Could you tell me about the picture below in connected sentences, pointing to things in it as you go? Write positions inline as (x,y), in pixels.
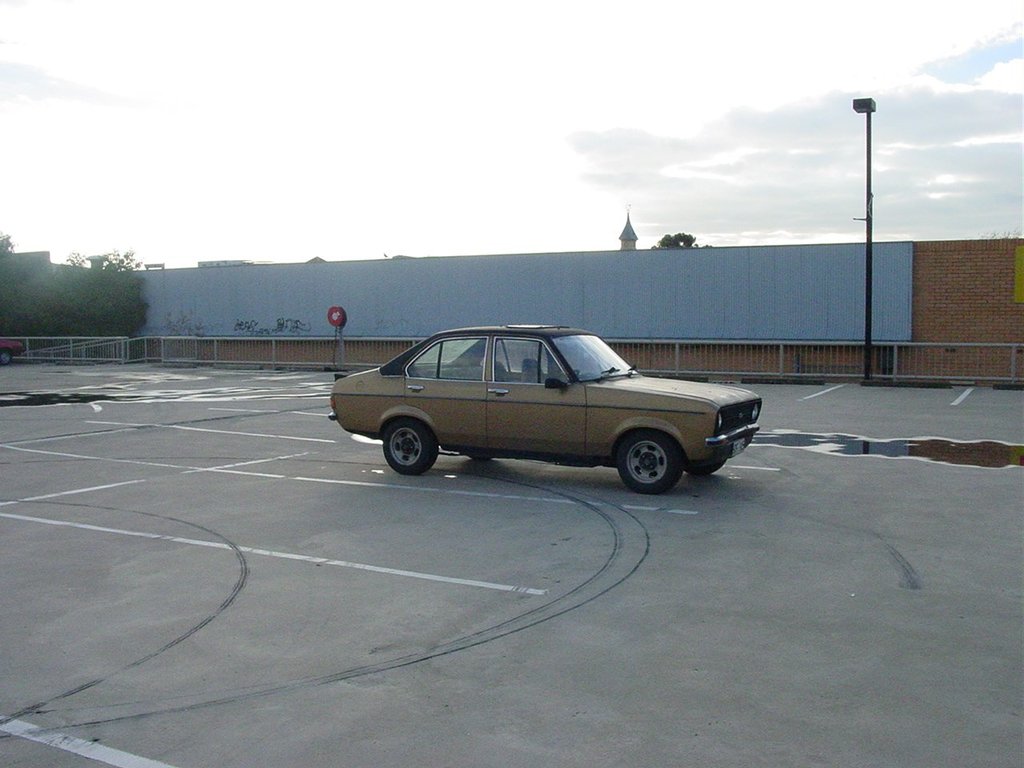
In the image there is a pavement (12,435) and there is a car (470,440) on that pavement (525,473), in the background (883,293) there is a wall (316,319) and on the left side (97,280) there are many trees (84,303) and on the right side (867,316) there is a pole (867,316) in front of the wall (835,293).
